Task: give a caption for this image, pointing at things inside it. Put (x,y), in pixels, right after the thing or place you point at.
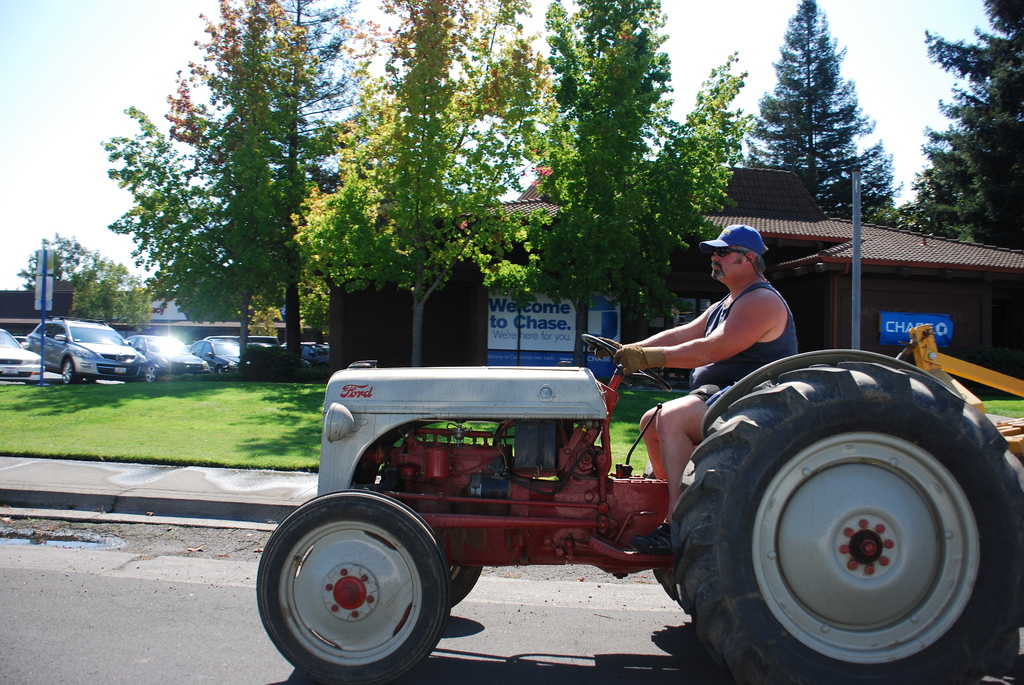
There is a person (723,335) wearing cap (732,238) goggles (723,257) and gloves (638,362) is sitting on a tractor (926,489). And there is a road (185,595). Near to the road (153,550) there is a sidewalk (149,482). On the ground (161,416) there is grass (173,431). In the back (122,353) there are vehicles (177,347), trees (522,221) and buildings (772,223) with banners (551,331). In the background (748,25) there is sky (703,5).
